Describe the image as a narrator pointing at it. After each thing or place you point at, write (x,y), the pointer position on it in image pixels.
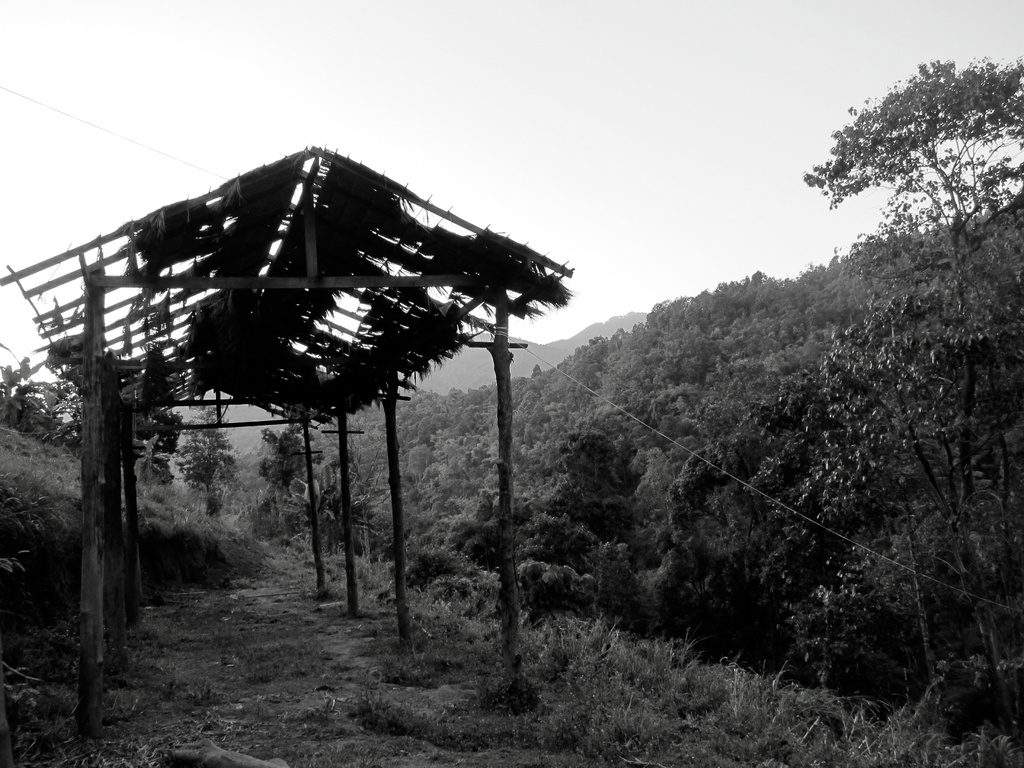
In this picture we can see a shed (384,229) and a few trees (956,281) from left to right.
